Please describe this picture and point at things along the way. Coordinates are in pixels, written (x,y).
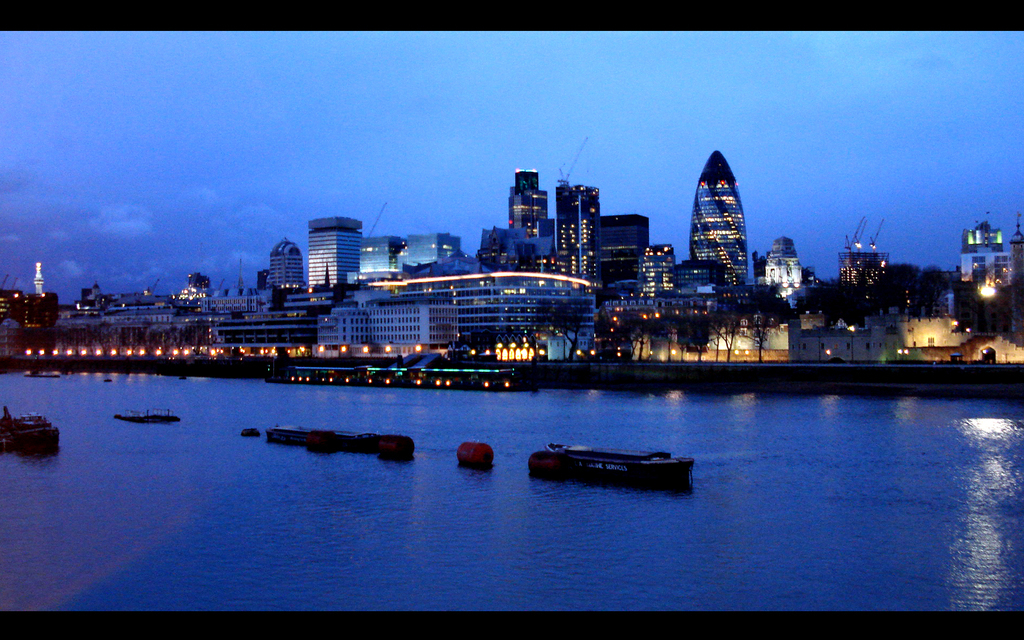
In this image I can see few boats (20,433) and few other objects (323,446) on the surface of the water (587,486) and in the background (619,320) I can see few lights (437,381), few trees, few buildings (648,306) and the sky (202,133).
